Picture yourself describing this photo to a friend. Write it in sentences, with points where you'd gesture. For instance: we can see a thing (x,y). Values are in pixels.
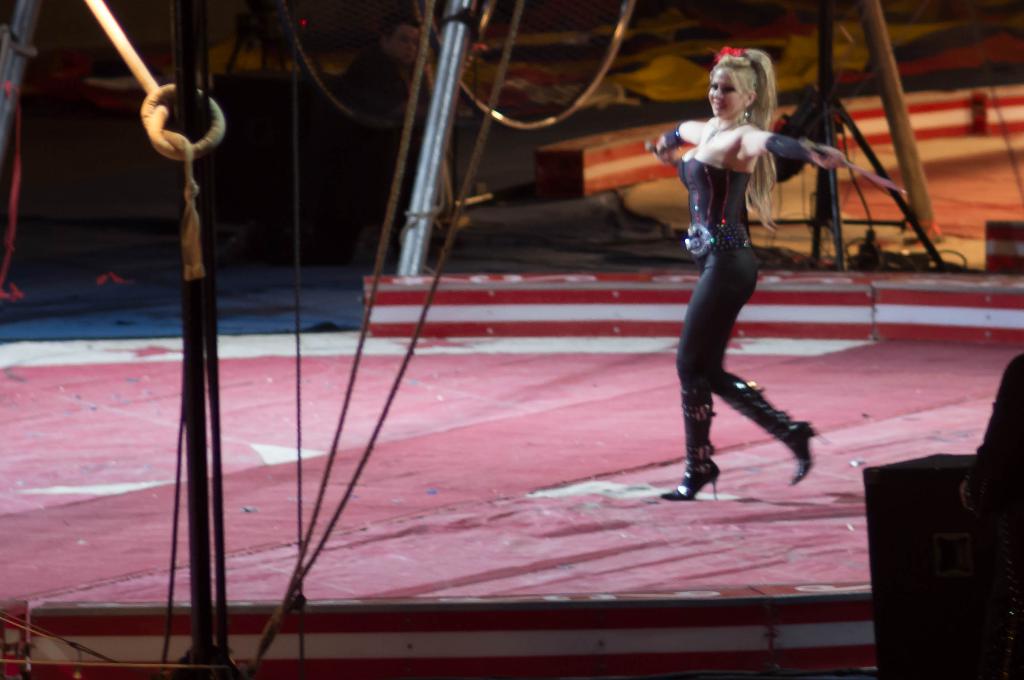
In this image we can see a woman (754,385) wearing black dress (710,292). Image also consists of wires (373,289), poles (821,37) and stands (831,229). At the bottom (588,468) we can see a red color carpet (582,461) on the floor (576,480). In the background (158,310) we can see a blue color carpet (105,308).
